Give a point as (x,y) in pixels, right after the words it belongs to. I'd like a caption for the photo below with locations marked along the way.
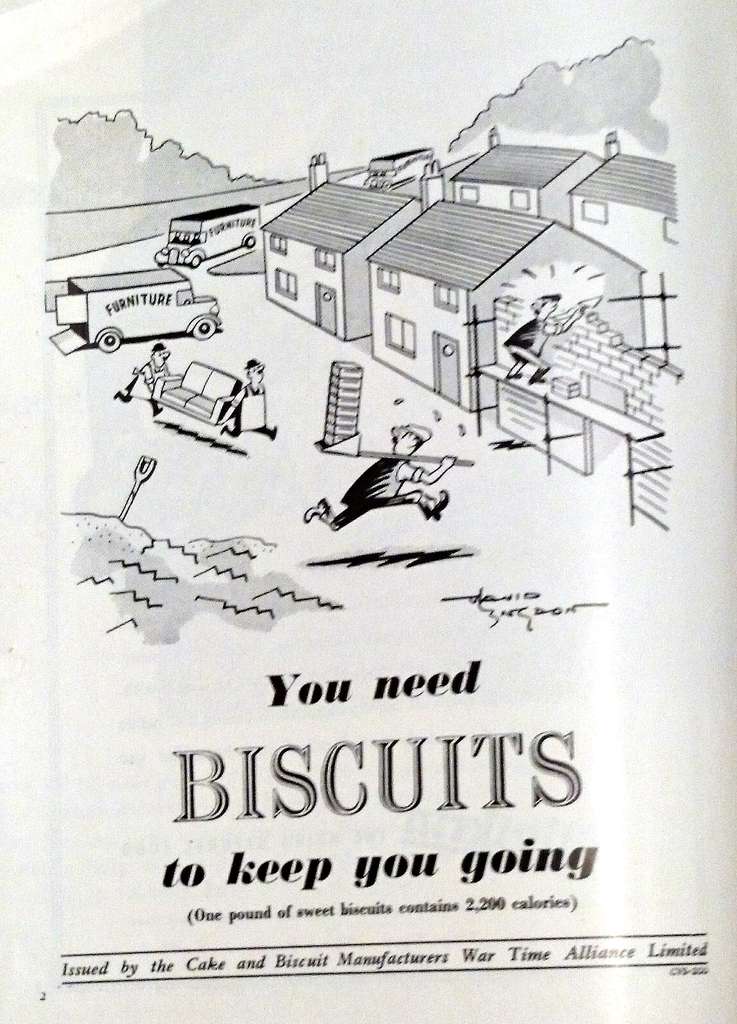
In this image we can see a paper (220,541). On the paper (290,432), we can see the houses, vehicles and persons (252,365). We can see persons (397,464) carrying objects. At the bottom (416,866) we can see the text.
